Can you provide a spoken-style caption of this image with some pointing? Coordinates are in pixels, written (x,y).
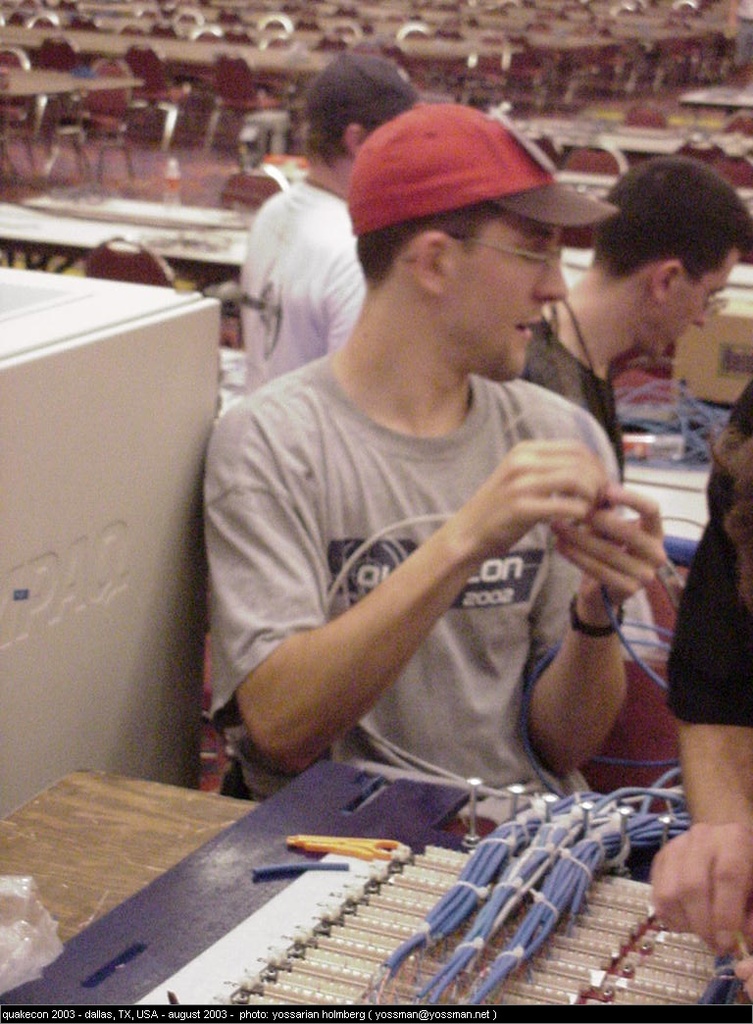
In the center of the image (395,441) person (362,493) sitting at the table (159,833). On the table (63,834) we can see circuits (337,975) and wires (452,898). In the background (483,83) we can see persons (628,247), tables (216,225), water bottle (166,191) and chairs (250,90).
